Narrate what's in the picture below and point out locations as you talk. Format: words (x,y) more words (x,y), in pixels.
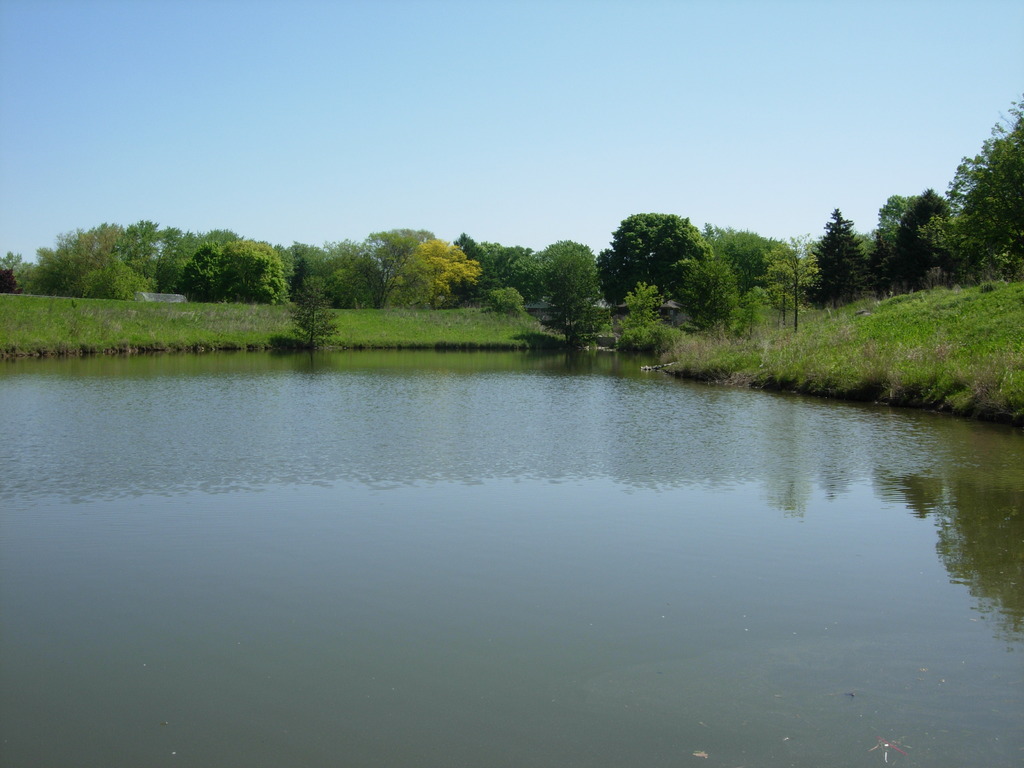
In this image there is water (12,474), grass (809,348), plants (936,379), trees (492,264), and in the background (525,141) there is sky (462,82).
